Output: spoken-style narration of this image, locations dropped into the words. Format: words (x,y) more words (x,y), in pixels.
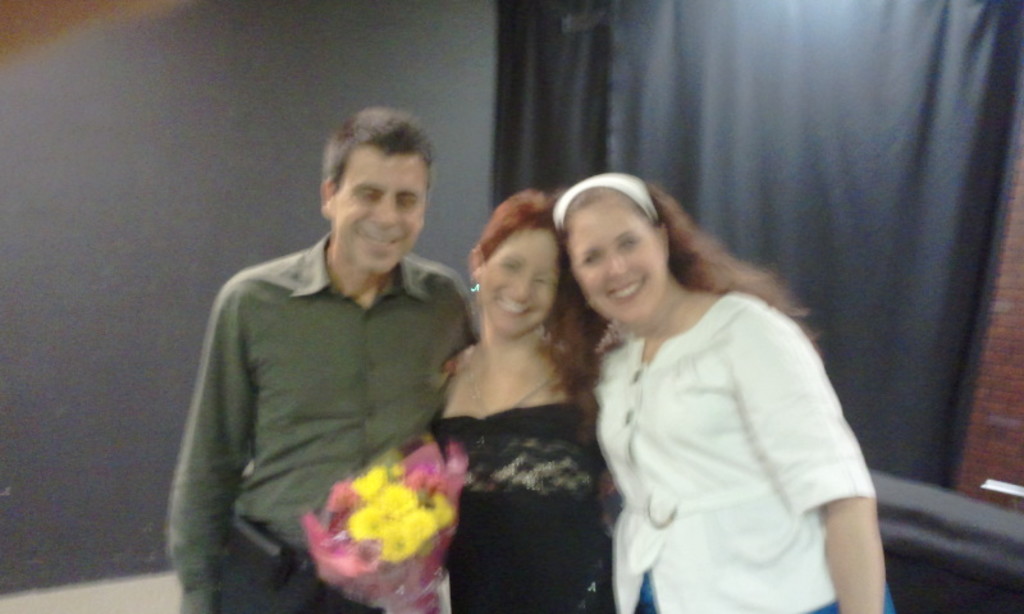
In the picture there are three people (504,323) and the middle person (487,339) is holding a bouquet (395,547), behind them there is a wall (443,79) and beside the wall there is a curtain (787,223).
